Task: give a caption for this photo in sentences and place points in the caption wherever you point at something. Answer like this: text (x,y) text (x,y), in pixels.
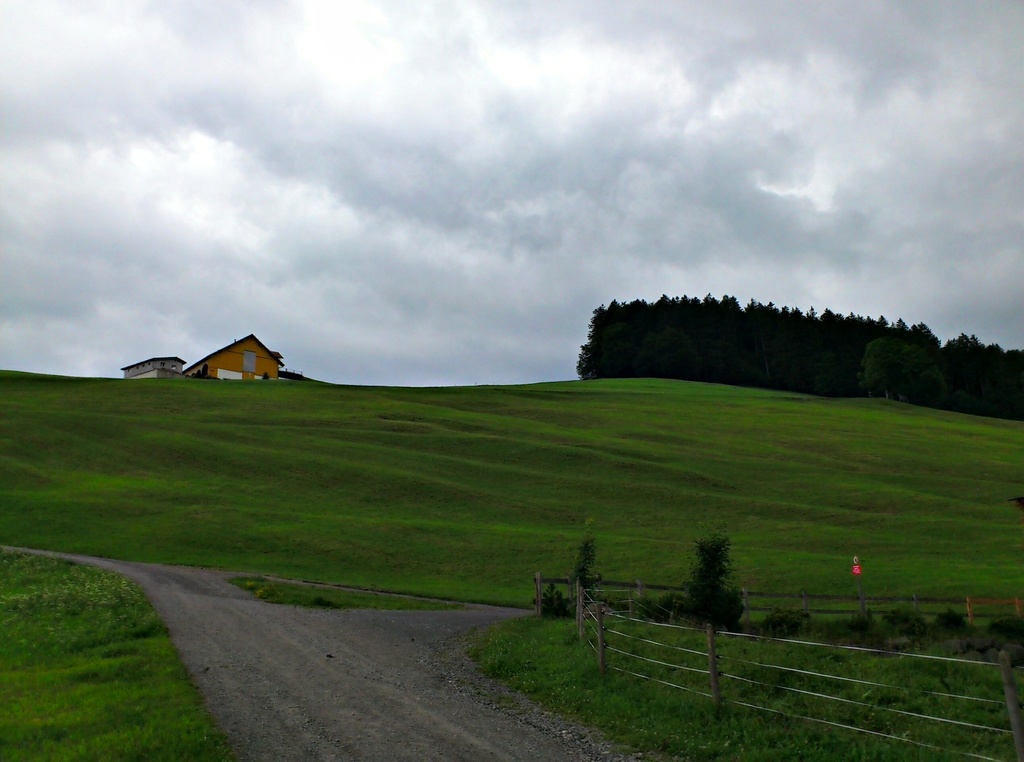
In the center of the image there is a road (179,610). In the background of the image (225,353) there is house (161,360). There are trees (736,375). To the right side of the image (745,600) there is fencing (711,653). There is grass (486,500). In the background of the image (405,278) there is sky (237,251) and clouds (305,208).
